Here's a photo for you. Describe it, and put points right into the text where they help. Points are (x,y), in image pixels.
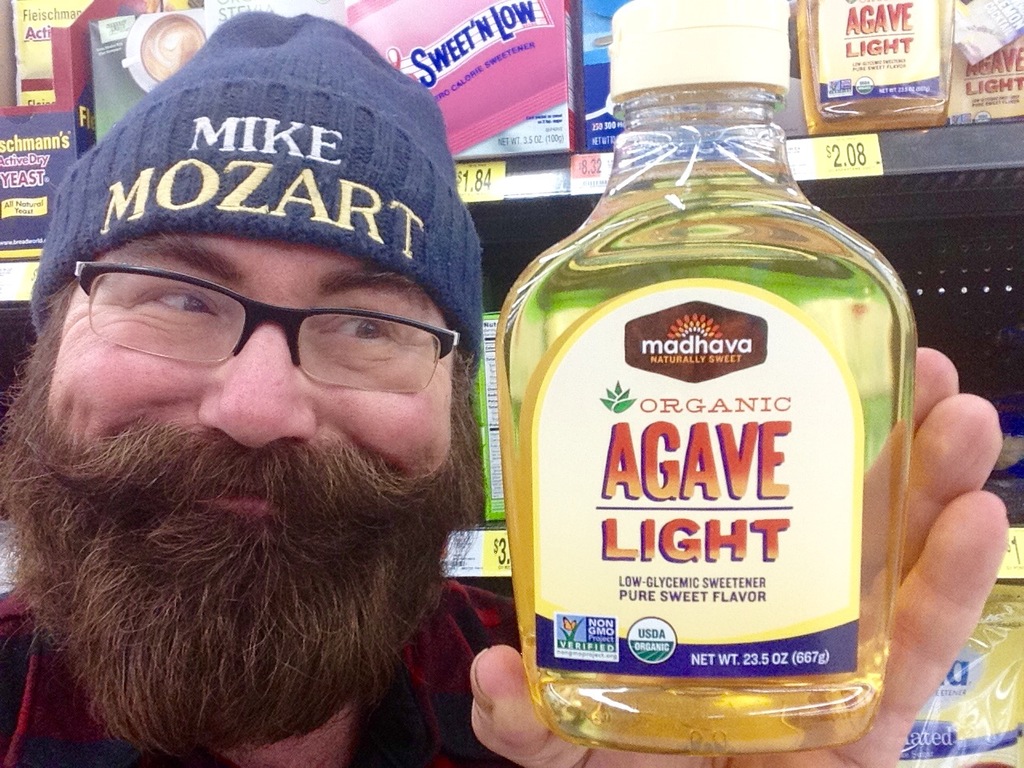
In this image there is a person (711,766) and he is holding a bottle (551,322) in the foreground (619,601). There is a metal rack (1000,275) with objects (540,13) on it in the background (540,13).
